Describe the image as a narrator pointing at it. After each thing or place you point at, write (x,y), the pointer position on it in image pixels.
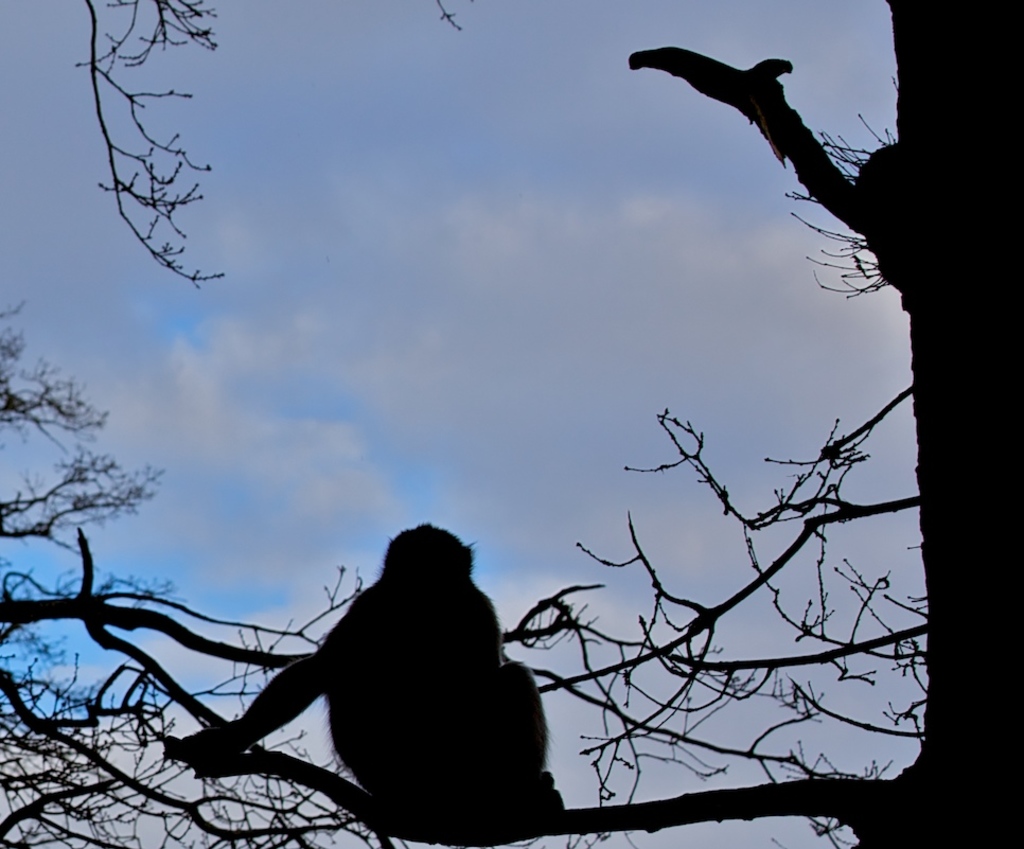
In this image we can see an animal (447,599) sitting on the branches (616,675) and we can also see the sky (366,401).
